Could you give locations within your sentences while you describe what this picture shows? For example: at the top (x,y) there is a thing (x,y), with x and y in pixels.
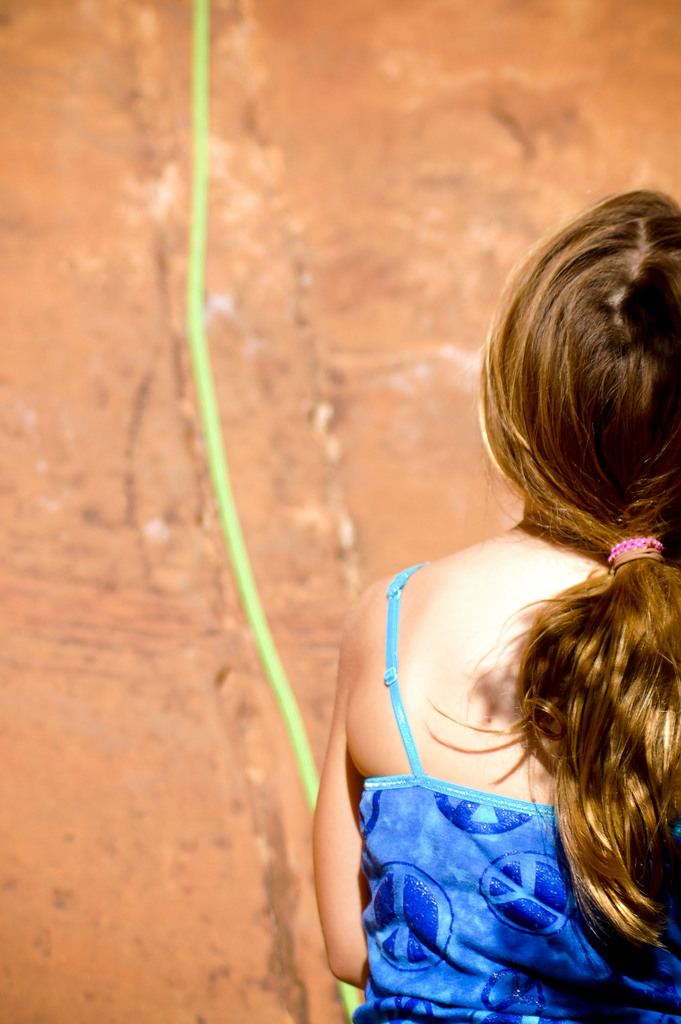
In this image in the front (542,760) there is a girl (542,760). In the background (215,426) there is an object (212,465) which is green in colour.
